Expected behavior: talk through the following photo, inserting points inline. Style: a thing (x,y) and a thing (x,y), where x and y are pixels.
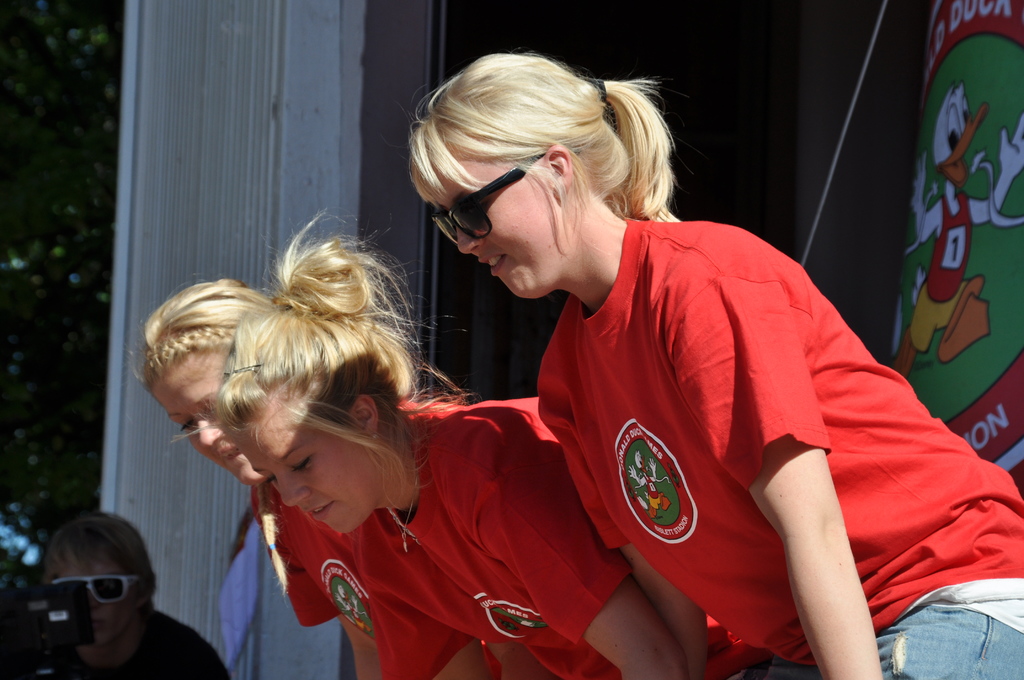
In this image we can see three persons (489,404) wearing T-shirts (466,498). Behind the persons (558,371) we can see a wall (291,190). On the right side (949,43), we can see a poster (976,178). On the poster (949,84) we can see the text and image (945,227). In the bottom left (100,602) we can see a person (98,657). On the left side (72,321), we can see a tree (17,367).
